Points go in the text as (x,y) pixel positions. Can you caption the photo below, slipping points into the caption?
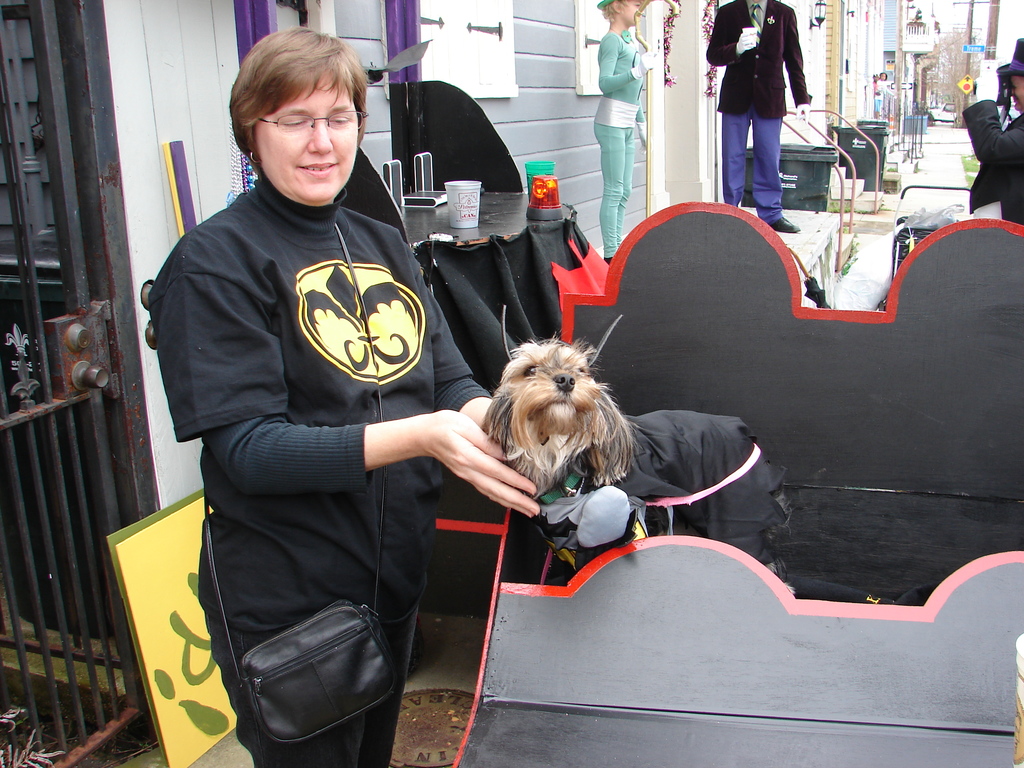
In this picture we can see a woman (270,497) standing and smiling, dog (549,427), glasses (447,197), mannequins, wall (555,116), buildings (690,38) and in the background (954,83) we can see trees (958,58).
